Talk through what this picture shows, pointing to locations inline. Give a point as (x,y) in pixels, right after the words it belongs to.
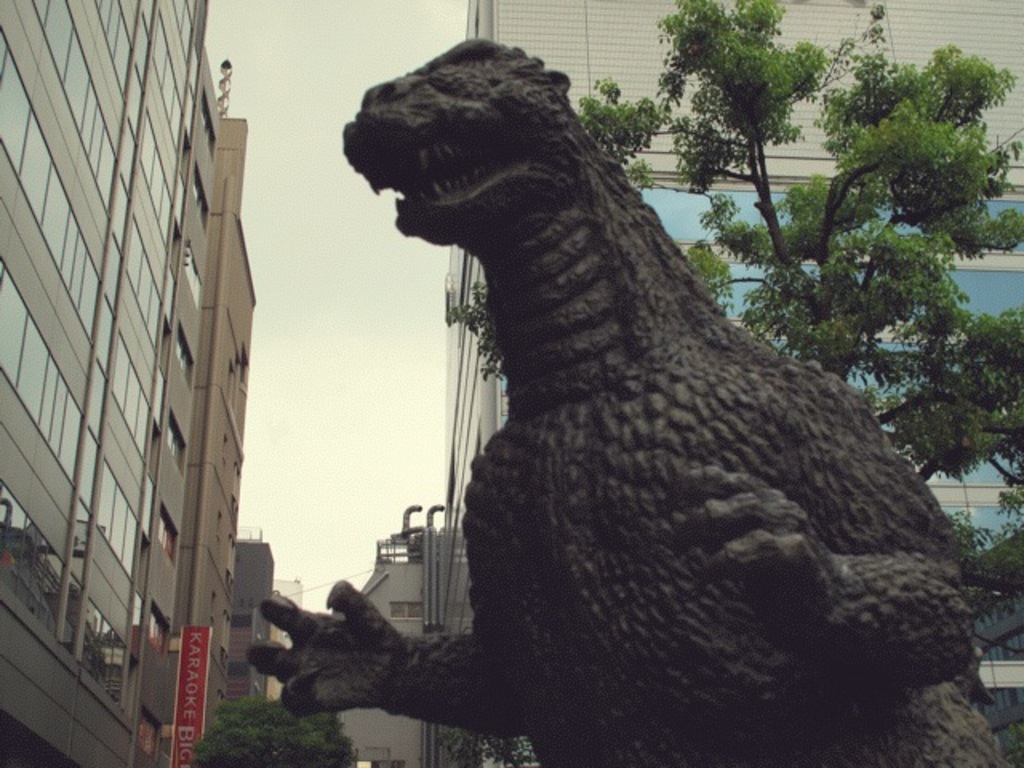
In this image we can see a black color dinosaur statue (657,607). Behind trees (870,276) and buildings (236,274) are present.
